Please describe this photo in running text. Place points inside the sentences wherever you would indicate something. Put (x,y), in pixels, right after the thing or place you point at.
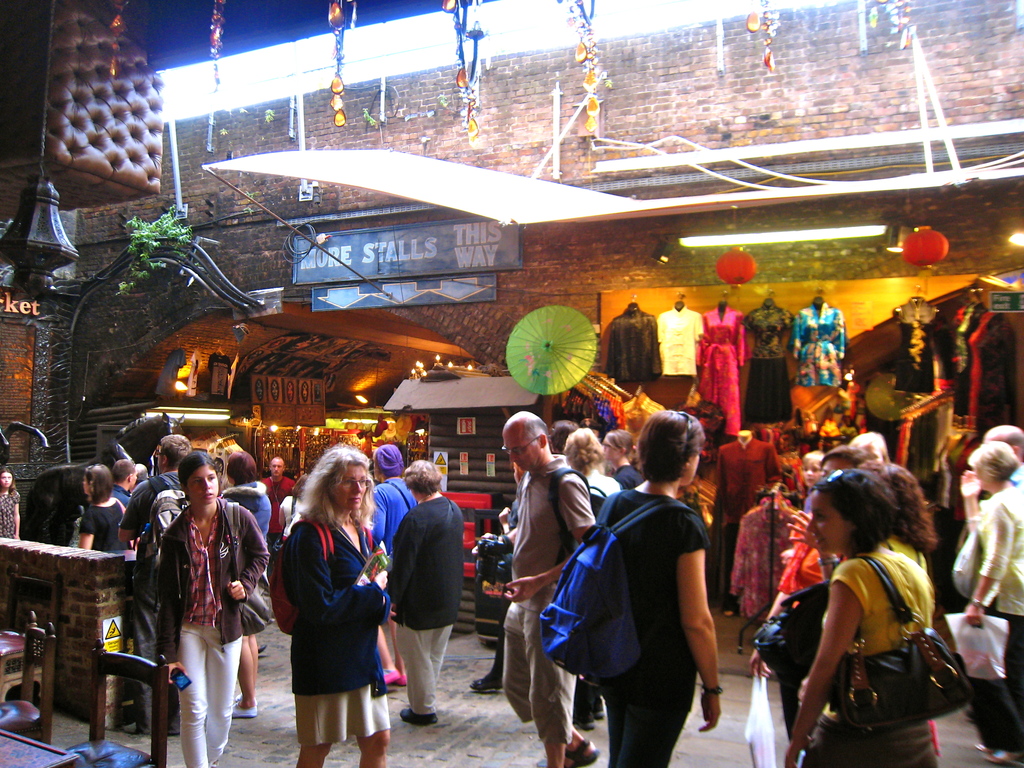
This image consists of many people (514,468) standing on the road (445,742). In the background (884,406), there are stalls (885,429). And a wall (619,294) to which many clothes (707,379) are hanged. At the bottom (474,675), there is a floor (466,747).
